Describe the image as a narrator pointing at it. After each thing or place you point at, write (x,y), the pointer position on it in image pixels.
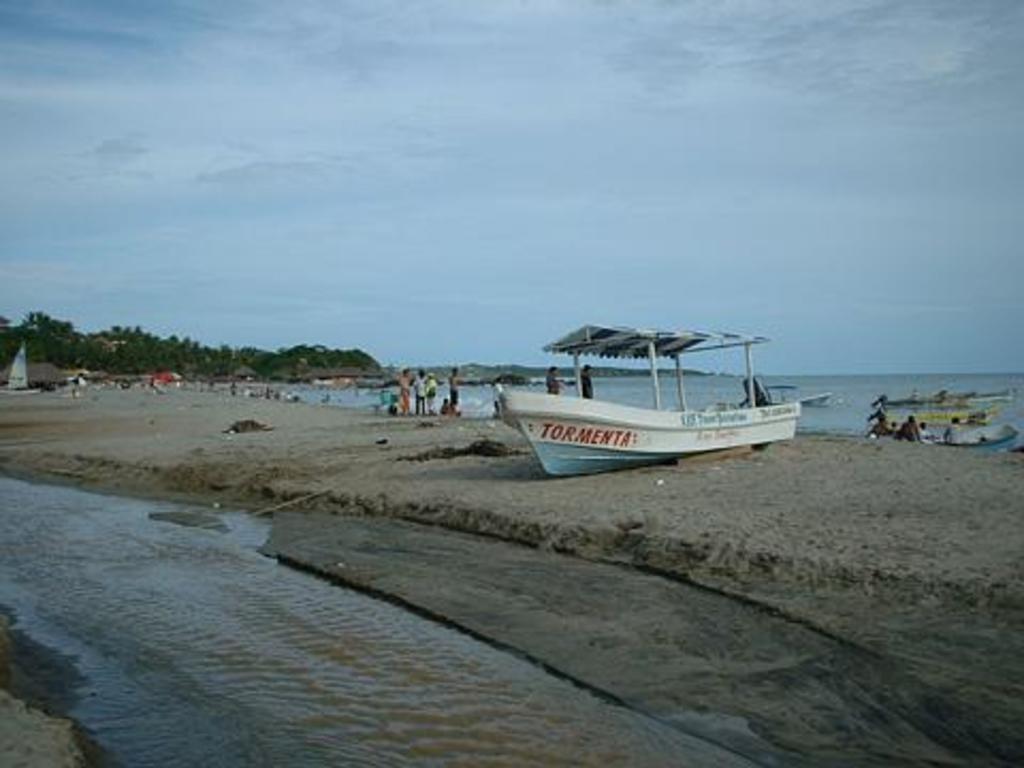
In this image I can see the water (815,407). I can see the boats (740,415). In the background (293,361), I can see the trees (196,343) and clouds (629,102) in the sky (509,174).
